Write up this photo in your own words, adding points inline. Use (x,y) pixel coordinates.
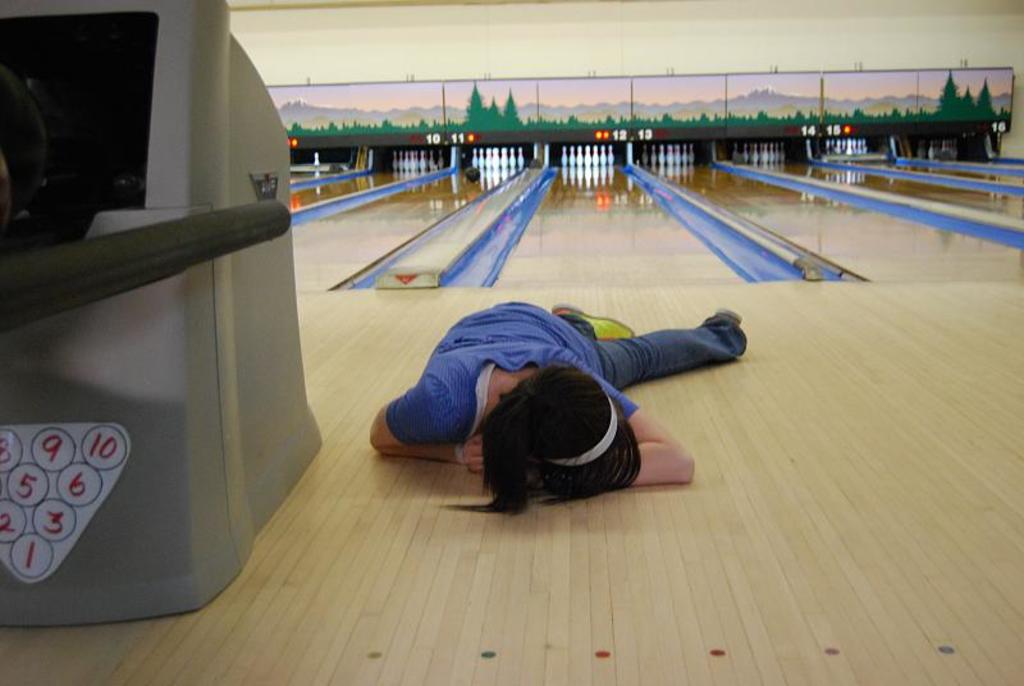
In the foreground of this image (520,378), there is a person (540,385) laying on the floor (471,555). On the left (201,313), there is an object (198,298). In the background (678,112), there is a bowling game alley (519,274).
